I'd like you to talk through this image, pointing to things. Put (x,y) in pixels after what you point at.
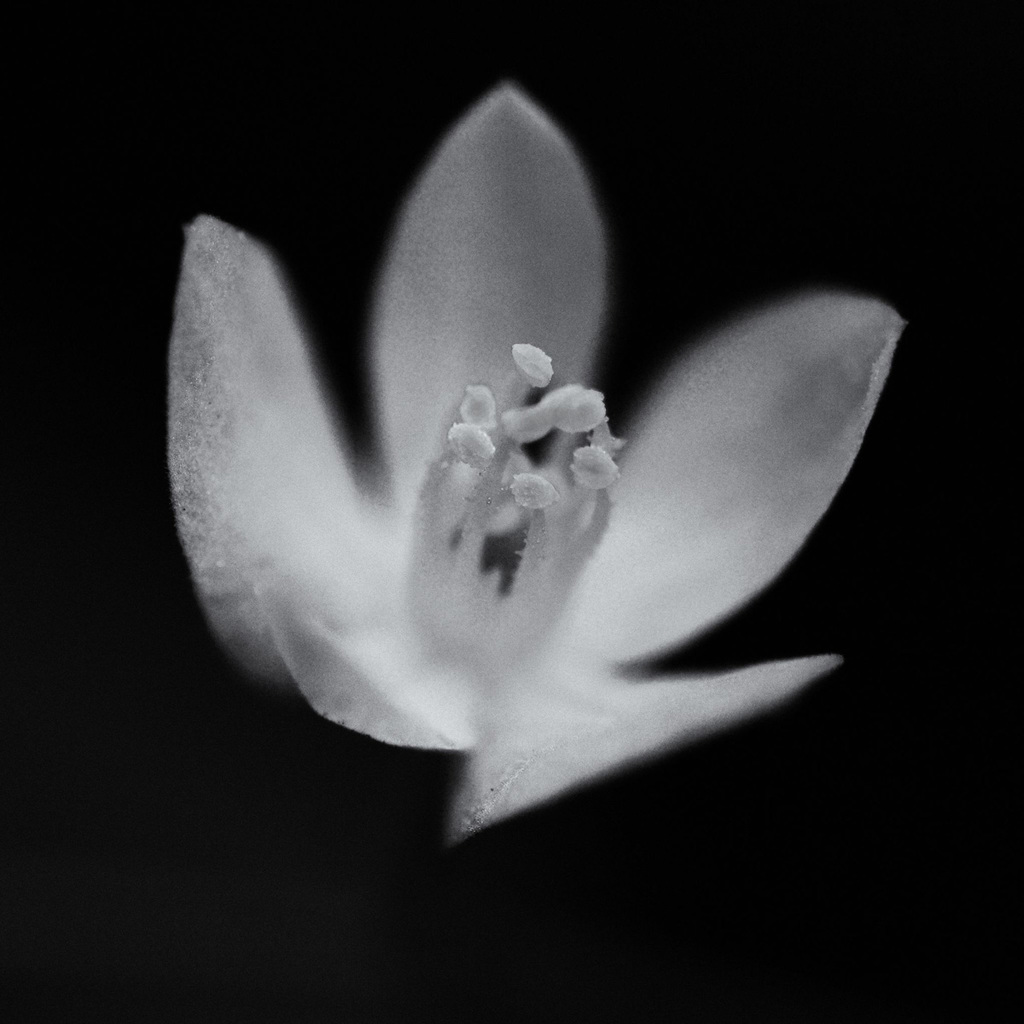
In this image we can see a white color flower (586,541). The background of the image (613,855) is black in color.
